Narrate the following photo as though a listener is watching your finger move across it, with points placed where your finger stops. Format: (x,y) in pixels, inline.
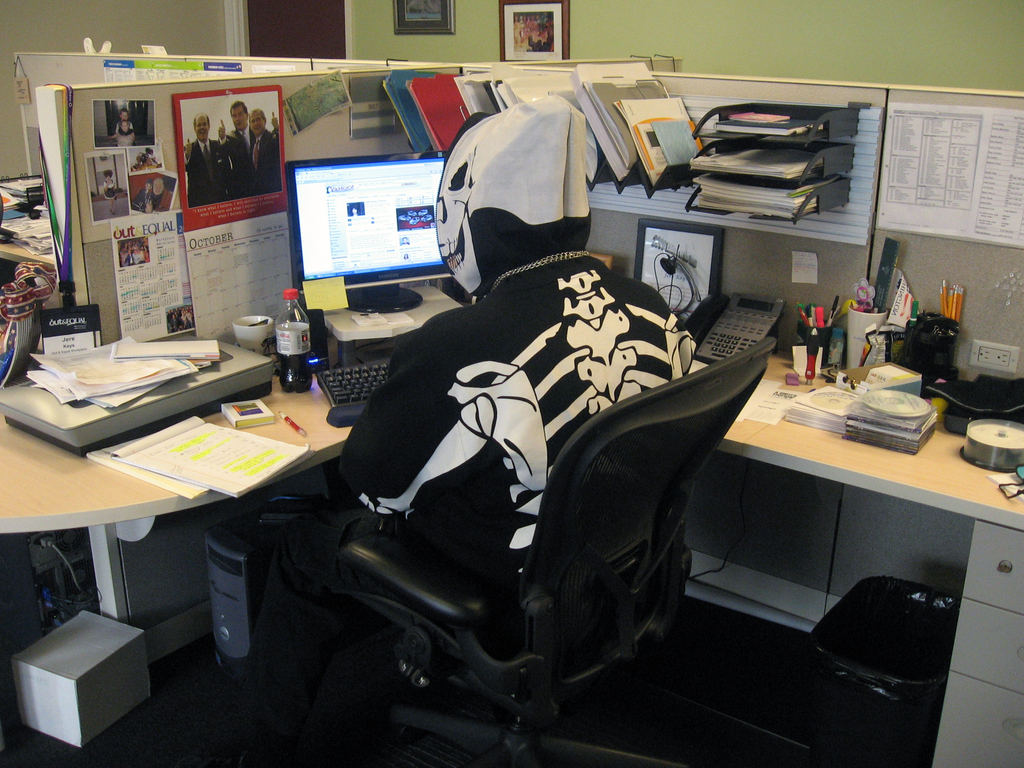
There is a person (485,439) sitting on the chair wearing a jacket (533,271). In front of him there is a computer (386,243), keyboard (367,374) and a table (296,438). And on the table (94,490) there are books (242,450), one bottle (278,332) so many papers (137,350). And this is looking like a cabin (103,304). On this cabin (793,323) there are so many notices (253,136) kept. There are books (480,82) in the cabin (624,109). In the background (615,42) there is a wall (724,39). And on the wall (806,33) there is a photo frame (530,18). On the corner of this table (930,450) there are CDs (899,421). Pencils (950,306) are kept on the table (316,401). And there is a telephone (755,322) on this table (308,423). Under the table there is a CPU (229,586).
